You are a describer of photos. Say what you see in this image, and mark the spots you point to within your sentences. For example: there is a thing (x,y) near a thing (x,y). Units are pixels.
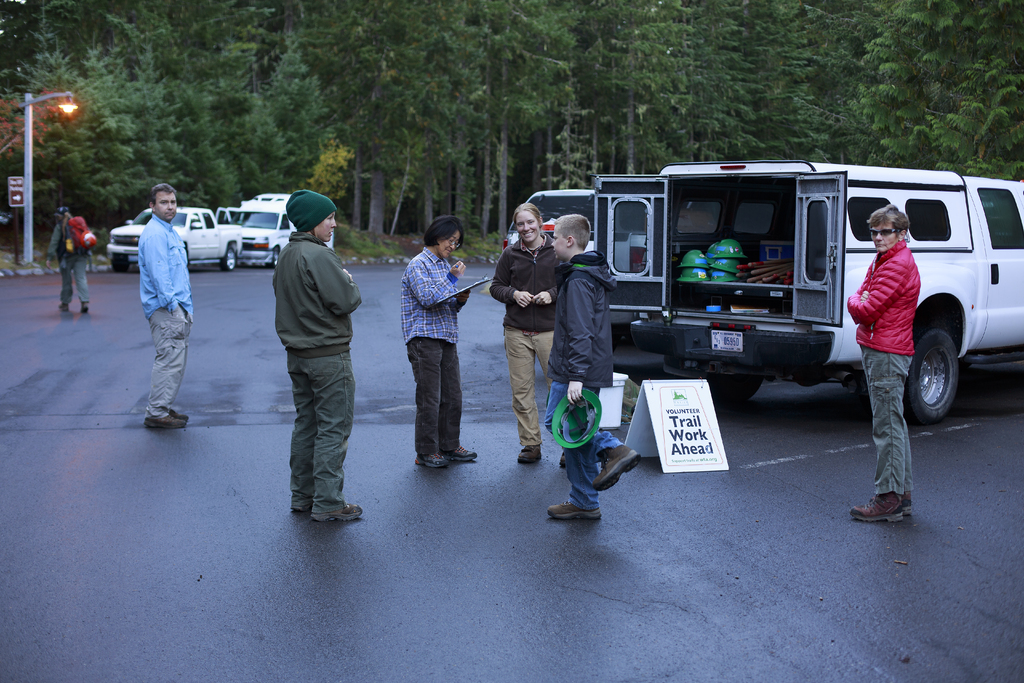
In this image I can see a group of people (412,297) are standing on the road (509,469), boards (694,448) and fleets of vehicles (702,327). In the background (130,105) I can see a light pole (32,99) and trees (306,70). This image is taken may be during a day on the road (250,359).
